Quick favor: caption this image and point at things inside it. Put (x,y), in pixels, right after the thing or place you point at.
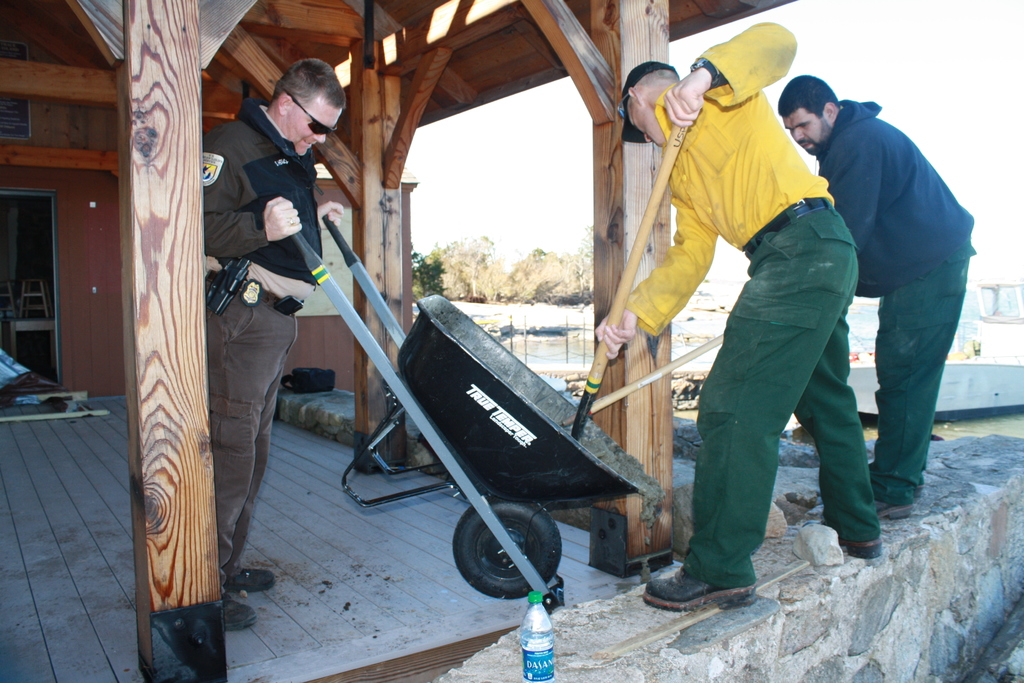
In this image we can see three men (893,239) standing on the surface (348,652), two men (729,534) are holding sticks (708,349) in their hands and one man (210,231) is holding a trolley (480,457) with his hands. In the foreground (521,616) we can see a bottle (531,659) placed on the surface (575,675). In the left side of the image (108,67) we can see a building (96,131) with pillars (616,132) and some wood pieces (94,416) placed on the ground (30,428). In the right side of the image (976,386) we can see a boat (985,377) in water (577,359). In the background (462,277) we can see group of trees (530,260) and the sky (913,37).
